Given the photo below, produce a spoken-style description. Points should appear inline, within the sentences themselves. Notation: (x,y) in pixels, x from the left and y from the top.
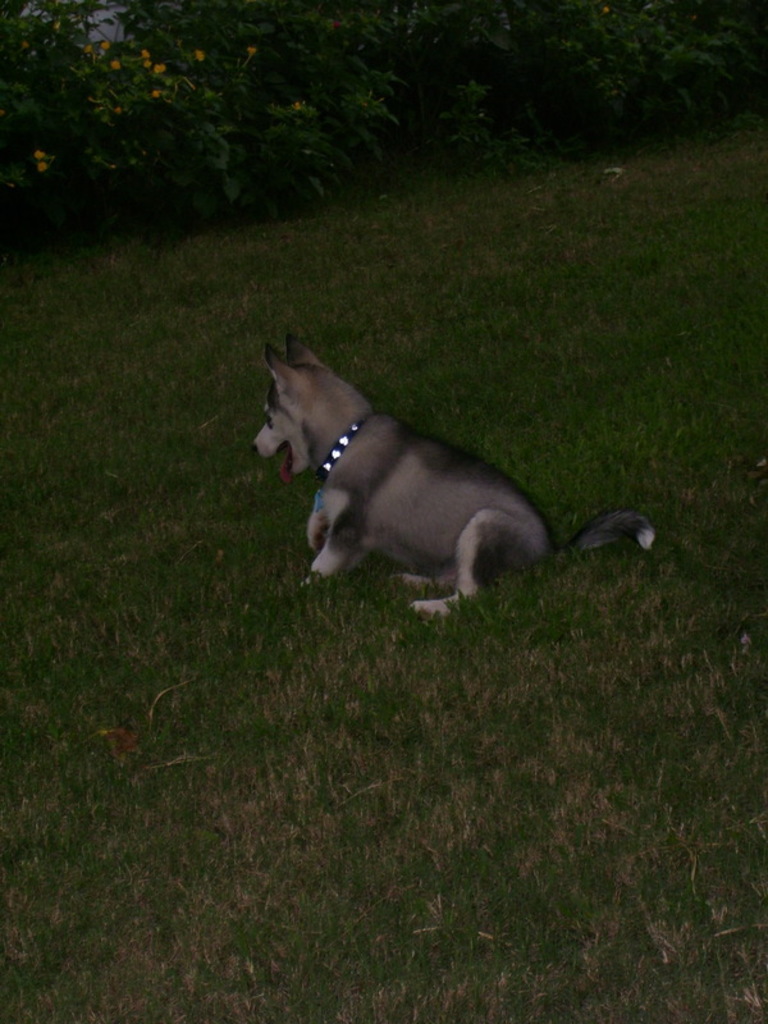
In this image I can see some grass (437,773) on the ground (444,739) and a dog (428,500) which is white and black in color on the ground (438,763). In the background (374,155) I can see few trees (475,64) and few flowers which are yellow in color.
